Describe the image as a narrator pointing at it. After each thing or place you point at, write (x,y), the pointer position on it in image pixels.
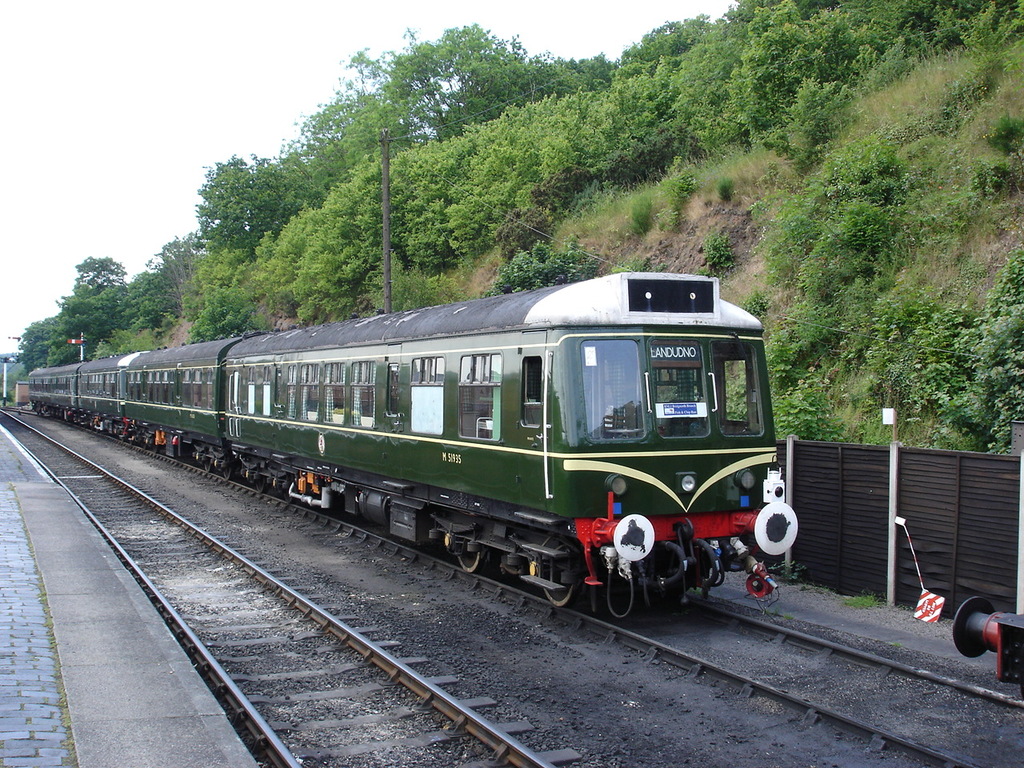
In this image we can see the train (471,442) on the track (817,669), beside this track (817,669) there is another track (171,559) and path (69,640). In the background (891,428) there is a fencing (891,448), poles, trees (425,171) and the sky (88,150).
